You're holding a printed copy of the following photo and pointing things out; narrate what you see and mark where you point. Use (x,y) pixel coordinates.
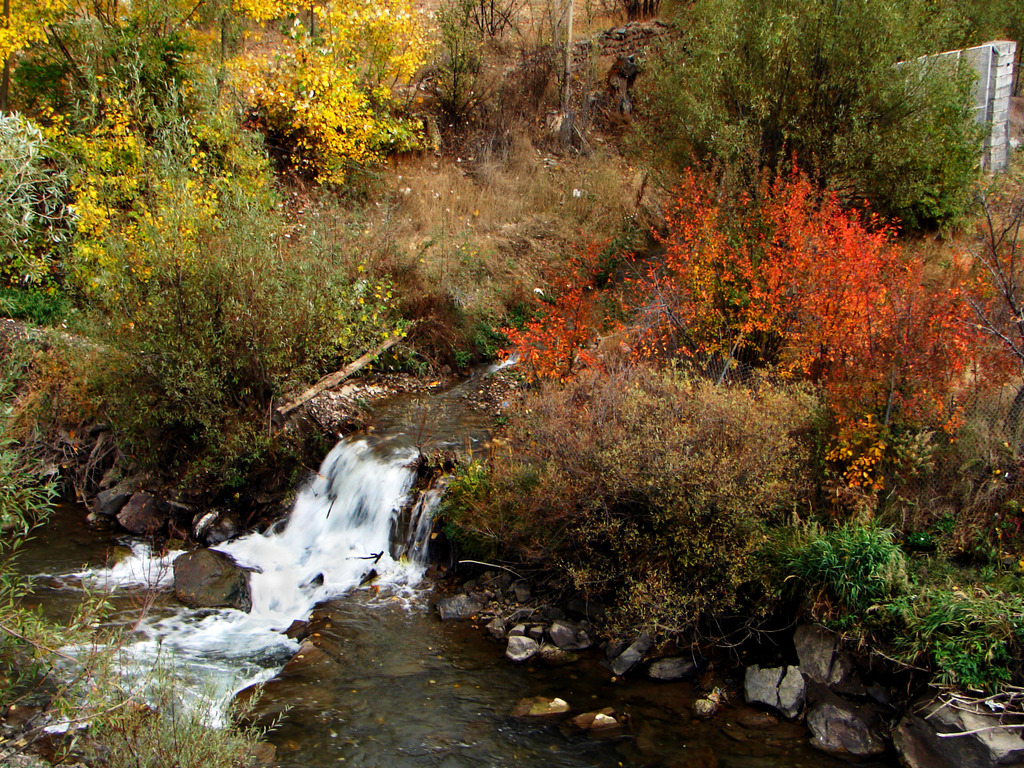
In this image I can see water (131,646) and few stones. Background (325,100) I can see few flowers (328,88) in orange and yellow color, and plants (382,138) in green color.
